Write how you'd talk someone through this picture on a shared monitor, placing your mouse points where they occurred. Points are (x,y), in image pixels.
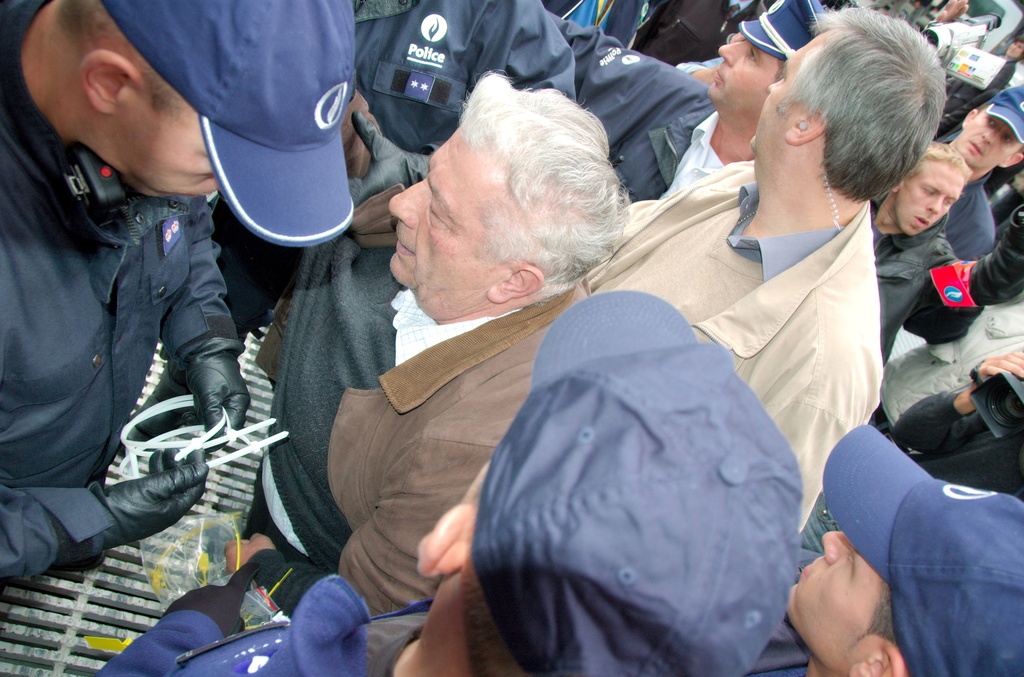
In this image I can see number of people (646,290) where I can see most of them are wearing jackets (117,218) and few of them are wearing caps (216,24). I can also see few cameras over here.
